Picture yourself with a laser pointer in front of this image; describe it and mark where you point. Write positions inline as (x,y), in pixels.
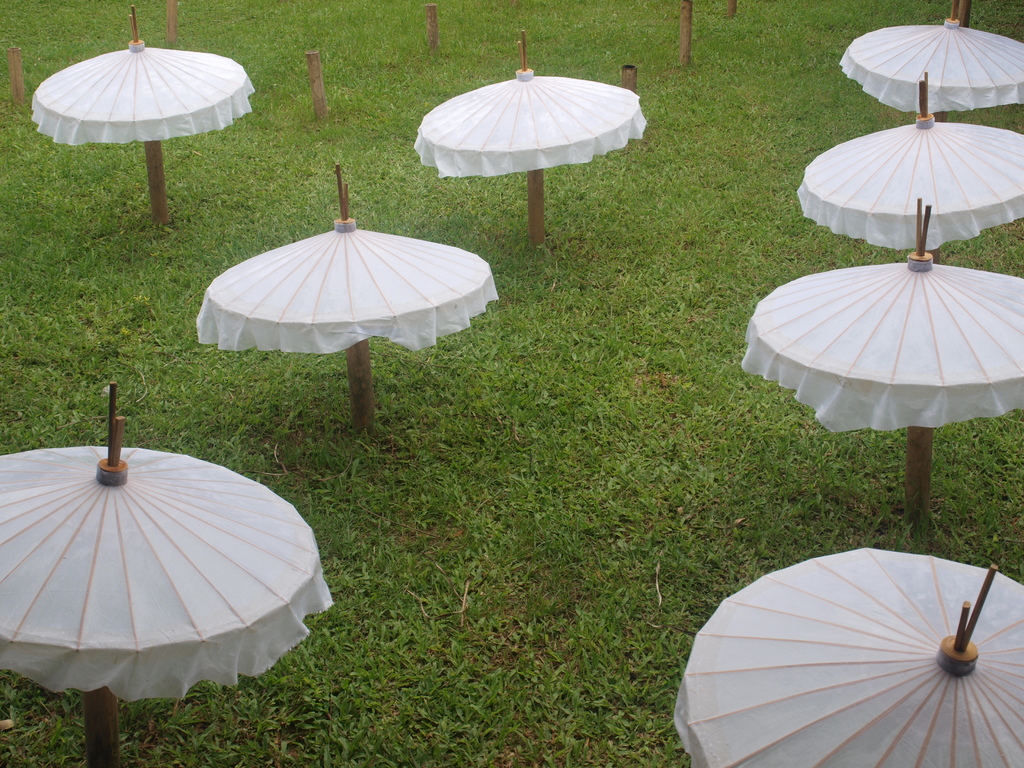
In this image, we can see the ground (614,537) covered with grass (563,617). We can see some poles (368,417). Among them, we can see some poles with umbrellas (902,56).
